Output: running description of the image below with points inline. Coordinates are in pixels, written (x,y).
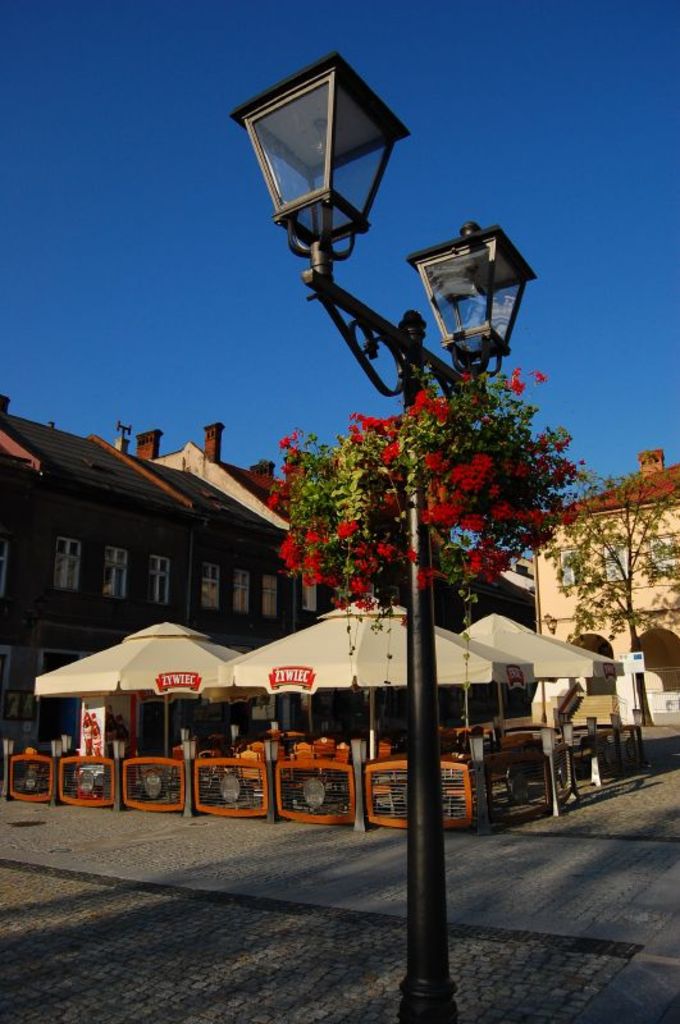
In this image I can see there are buildings (503,610). And in front (496,634) there is a tent (499,646) and there are rods (358,777) and a wooden wall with strings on the ground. And there are trees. And there is a light pole (433,704) with plant (395,493) and flowers (356,434). And at the top (97,257) there is a sky (250,205).
